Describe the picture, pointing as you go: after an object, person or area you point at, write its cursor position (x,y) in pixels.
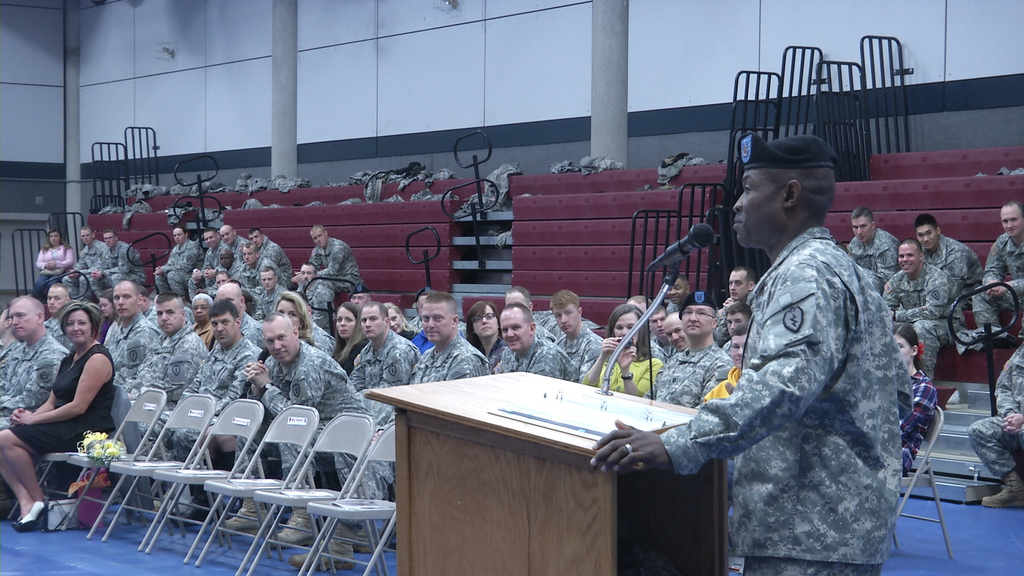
In this image in the front (513,444) there is a podium (530,472) and on the top of the podium (544,465) there is a mic (658,303) and there is a person (788,405) standing and speaking. In the background (281,355) there are persons (371,315) sitting and there are empty chairs (348,509) and there are objects (594,222) which are black and red in colour there are pillars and lights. In the front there are flowers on the chair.
